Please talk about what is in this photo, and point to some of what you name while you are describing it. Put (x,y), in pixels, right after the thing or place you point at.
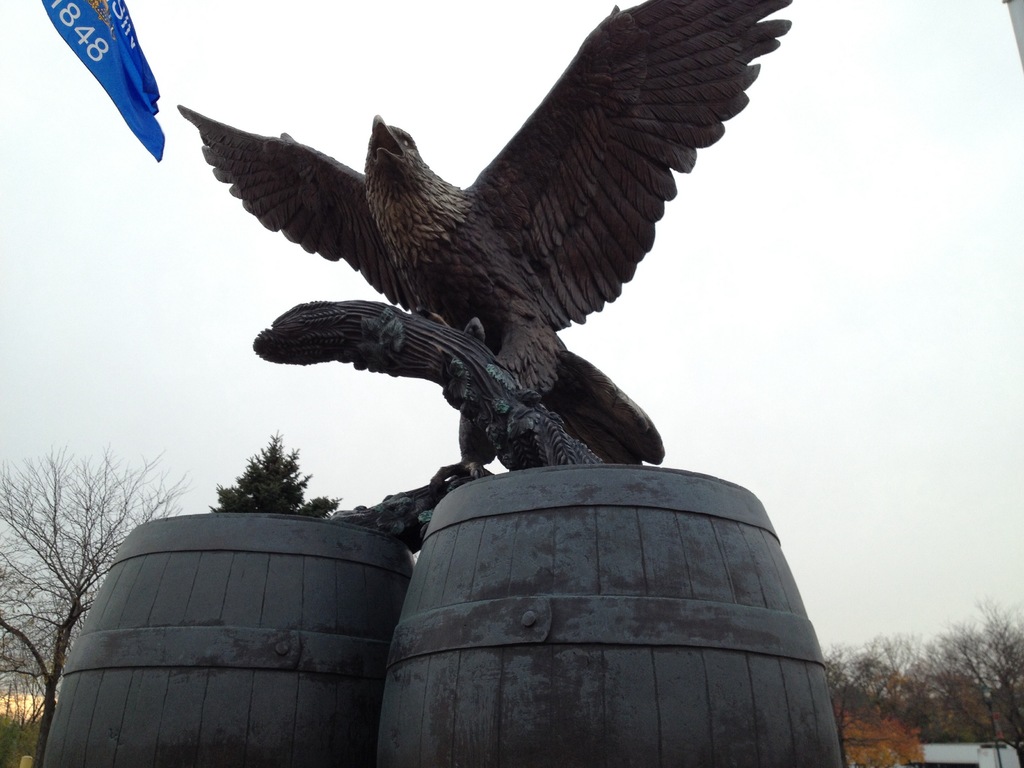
In the center of the image (504,354) there is a sculpture (504,354). At the bottom (601,645) there are barrels (354,636). In the background (897,555) there are trees (956,660) and sky (841,213). On the left (123,86) there is a flag (113,69).
